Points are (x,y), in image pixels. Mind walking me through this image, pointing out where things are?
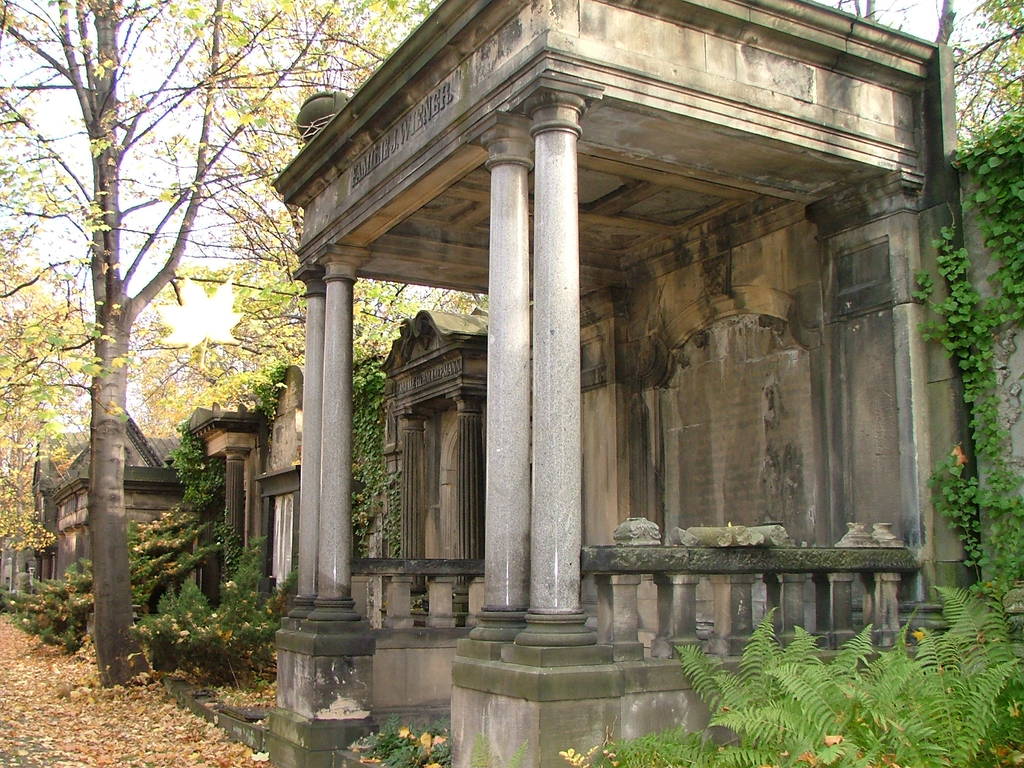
There is a shelter (548,382) in the center of the image (589,472) and there are houses (423,471) and greenery (207,471) in the image, there is sky (215,116) in the background area (58,112).
